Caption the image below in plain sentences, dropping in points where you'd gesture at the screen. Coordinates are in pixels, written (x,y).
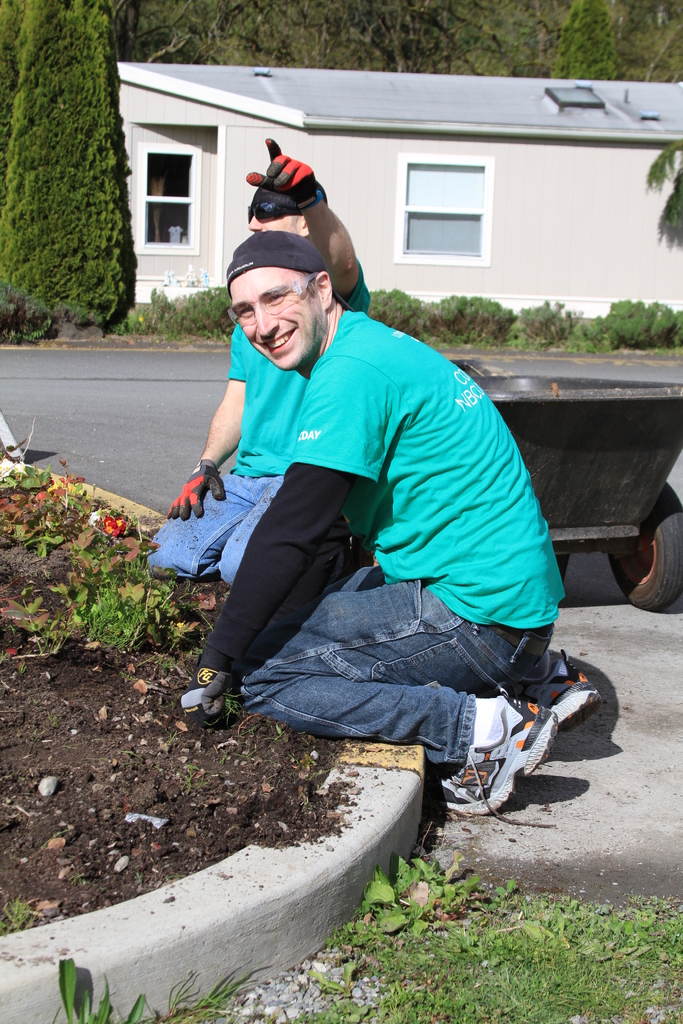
Here two people (368,537) are sitting, here there is a trolley (600,498), this are plants (454,892), here there is a house (426,219) with the window (452,224), here there are trees (350,49), this is road (170,407).
